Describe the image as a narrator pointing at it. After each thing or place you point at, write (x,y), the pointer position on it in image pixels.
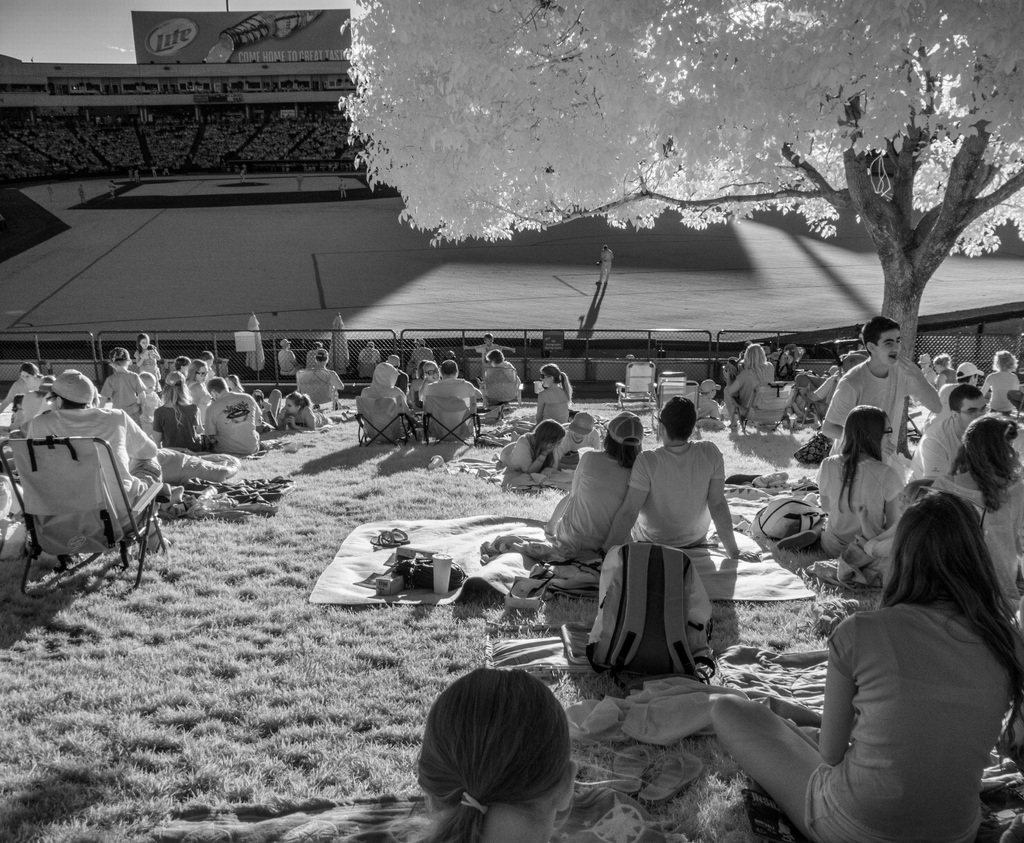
In this image there are group of persons (144,476) sitting and laying. In the background (236,196) there is a stadium (202,212) and there are persons (601,266) standing and there is a banner (222,57) with some text (272,57) written on it. On the right side (867,144) there is a tree (925,199).
